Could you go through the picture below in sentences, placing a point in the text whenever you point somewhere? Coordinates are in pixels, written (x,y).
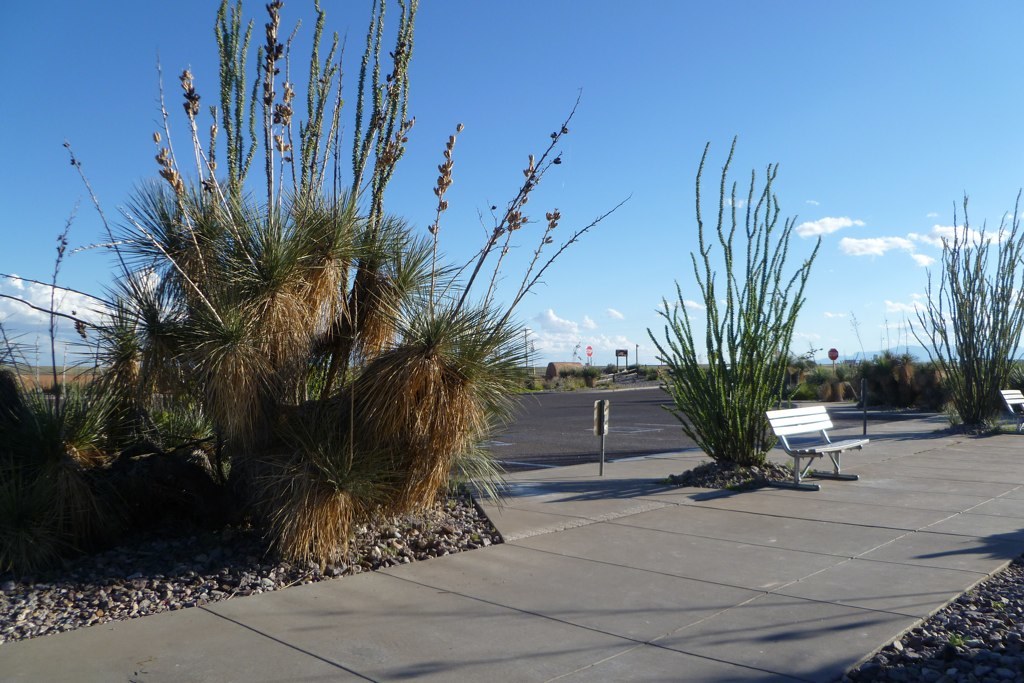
In this image there is sky (778,124), there are plants (996,301), there is road (551,425), there are benches (794,415), there are stones (186,570), there are poles (527,366), there is a sign board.
